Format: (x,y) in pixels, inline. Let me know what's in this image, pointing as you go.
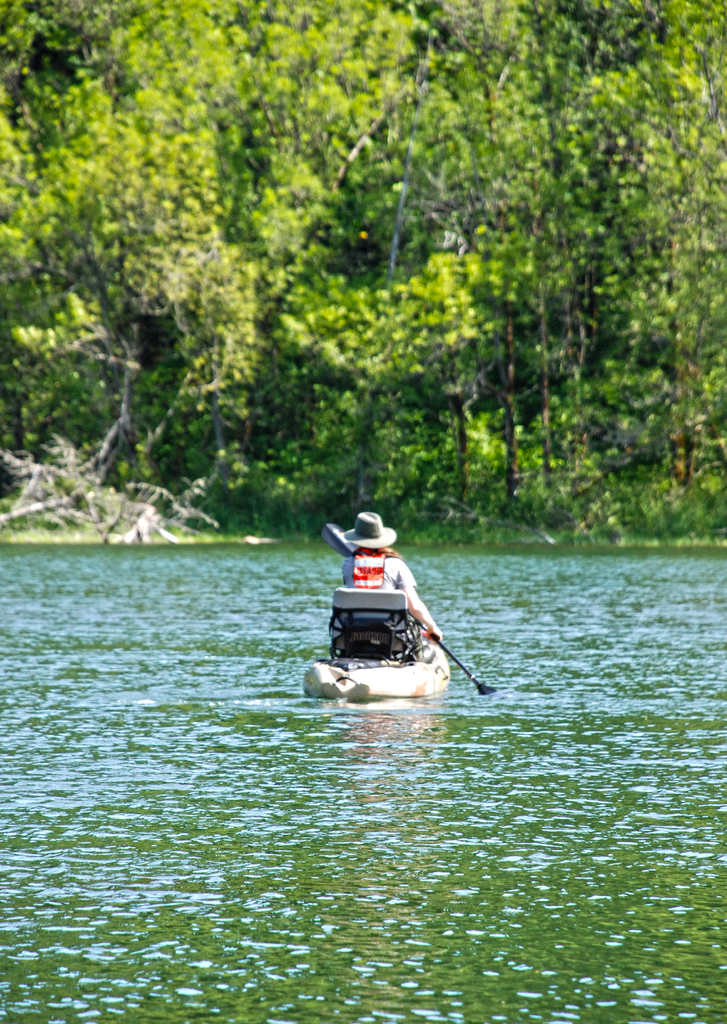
In the image there is a person (364,552) rowing boat (411,662) in the middle of lake (660,629) and in the background (211,403) there are trees (424,323).
